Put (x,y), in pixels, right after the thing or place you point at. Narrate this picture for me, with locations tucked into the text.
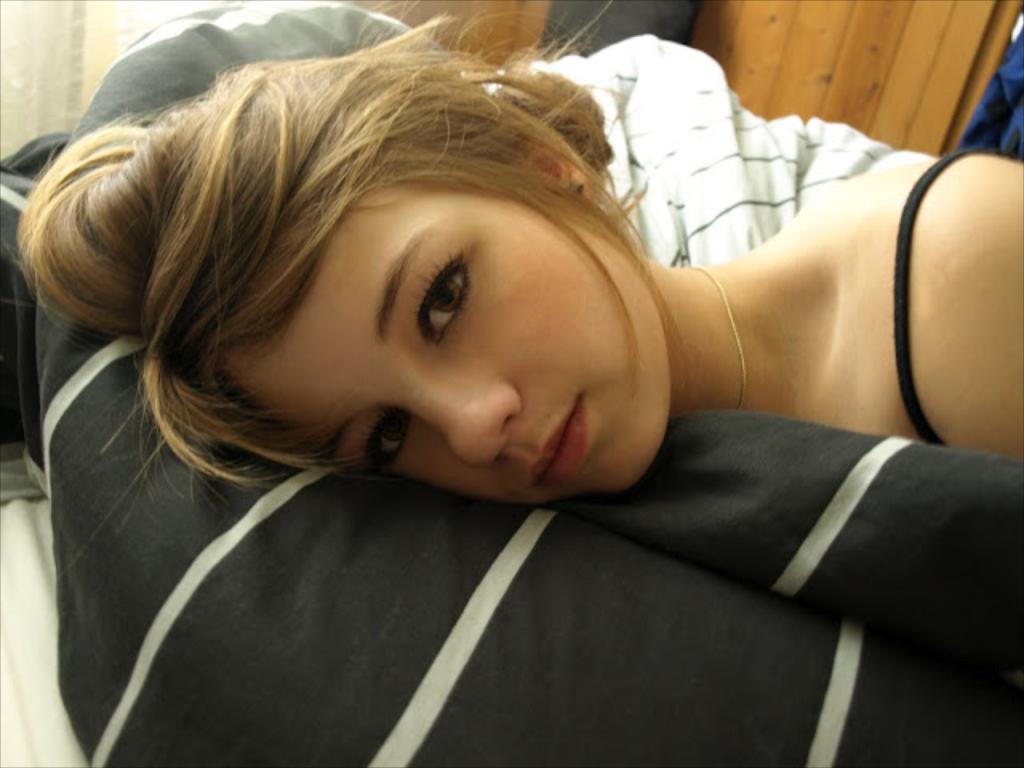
In this image there is a person (198,165) laying on the black color cloth (950,725), and in the background (819,9) there are cloths (692,68), wooden wall (824,62).
